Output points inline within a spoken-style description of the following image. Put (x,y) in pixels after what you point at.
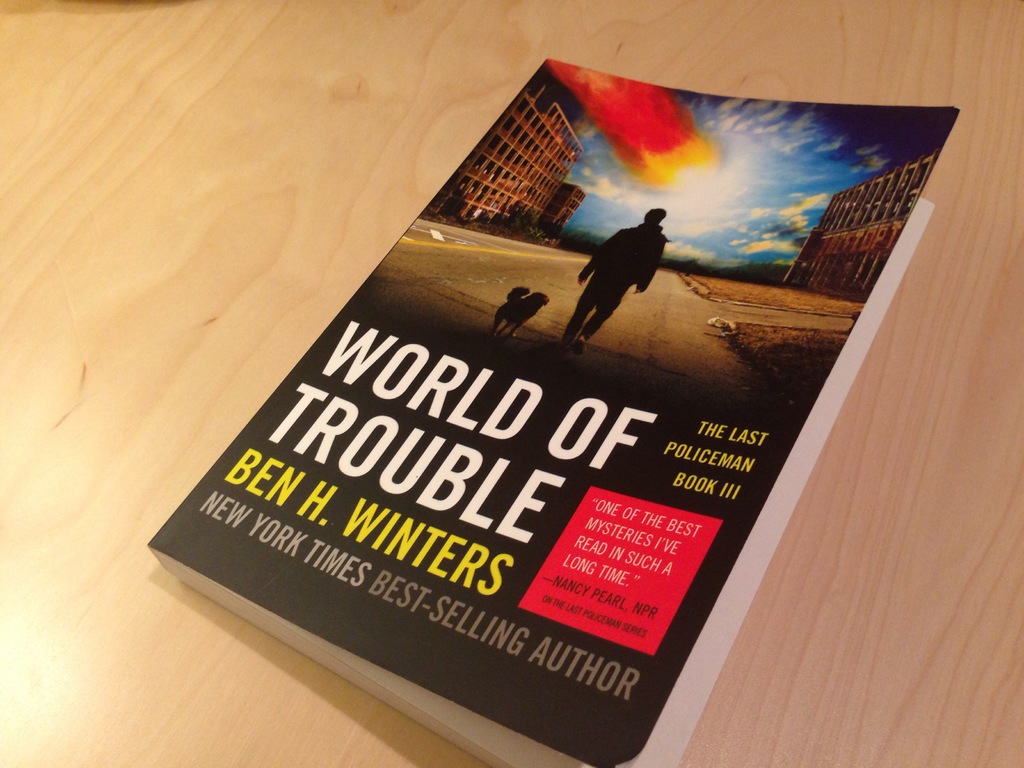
This image consists of a book (377,459). On that there is ¨World Of Trouble¨. There is a picture (605,282) of a man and a dog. It is placed on a table (36,664).
